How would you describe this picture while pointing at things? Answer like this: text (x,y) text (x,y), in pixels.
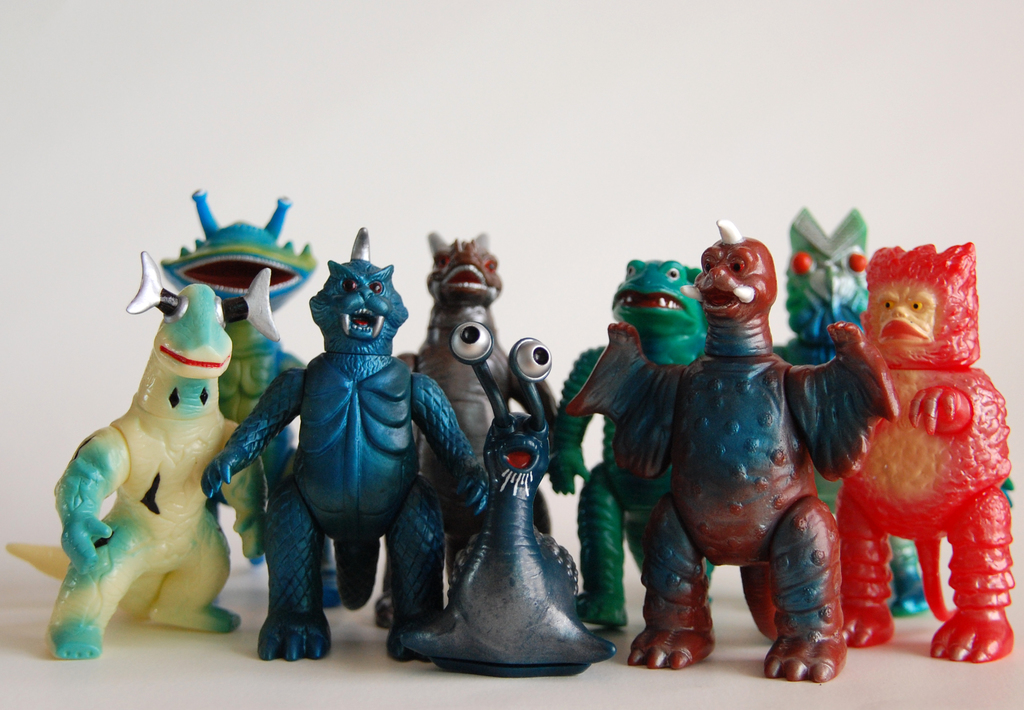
In this picture we can see some toys (385,427) in the front (617,455), in the background (624,130) there is a wall (468,104).
